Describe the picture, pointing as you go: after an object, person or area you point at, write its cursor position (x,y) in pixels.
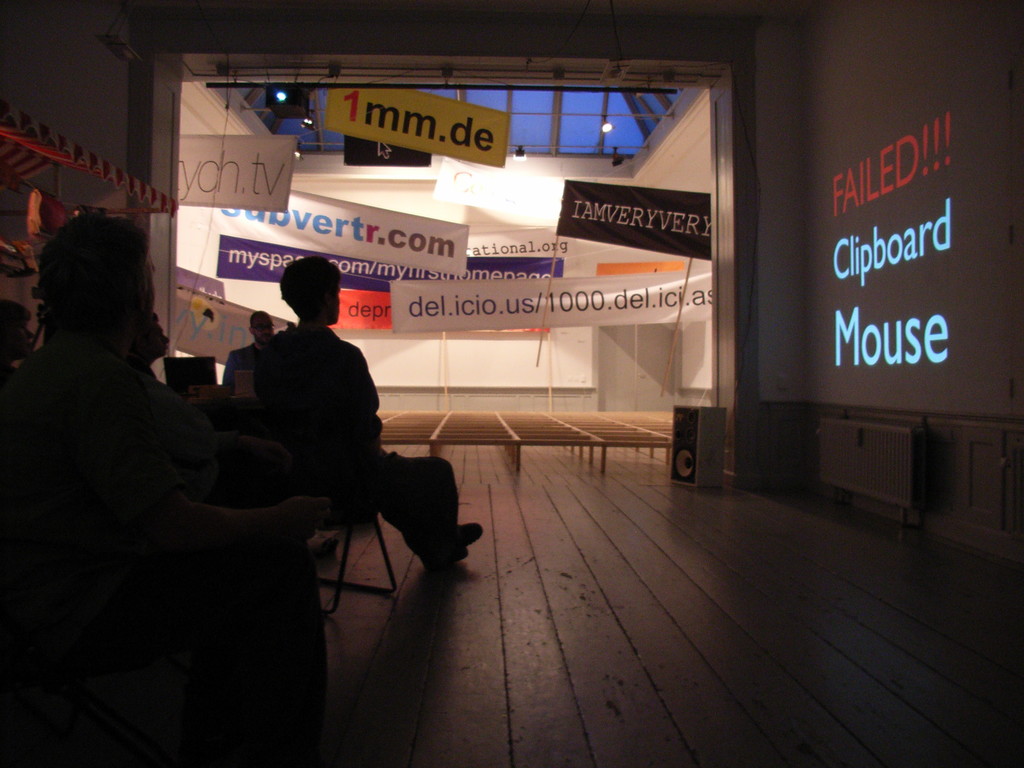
In the image we can see there are people (238,365) sitting on the chair (348,454) and there is a projector screen (899,340) on the wall (945,55). There are banners (387,214) hanging in the room (420,351).
